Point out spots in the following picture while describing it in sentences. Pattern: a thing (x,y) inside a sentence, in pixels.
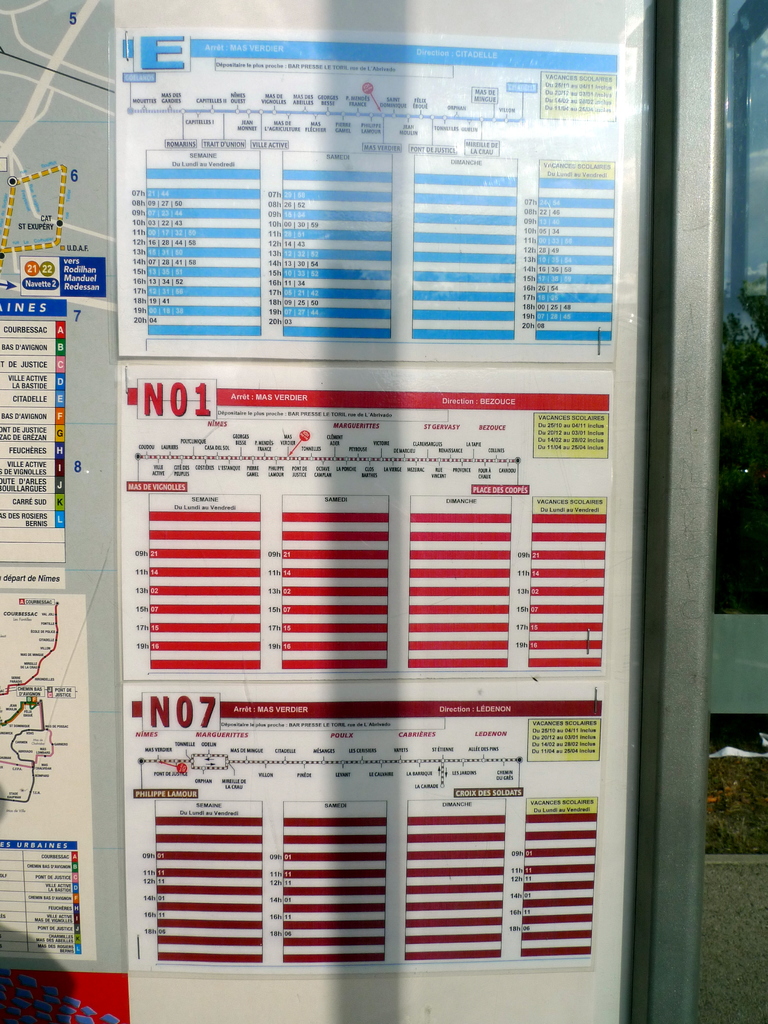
In the image there are boards (243,730) with different colors of bars (466,836), timings (256,579), numbers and something written on it. On the right side of the image (739,372) there is a door (747,66). And there are few other posters (49,517) to the wall (637,165).
